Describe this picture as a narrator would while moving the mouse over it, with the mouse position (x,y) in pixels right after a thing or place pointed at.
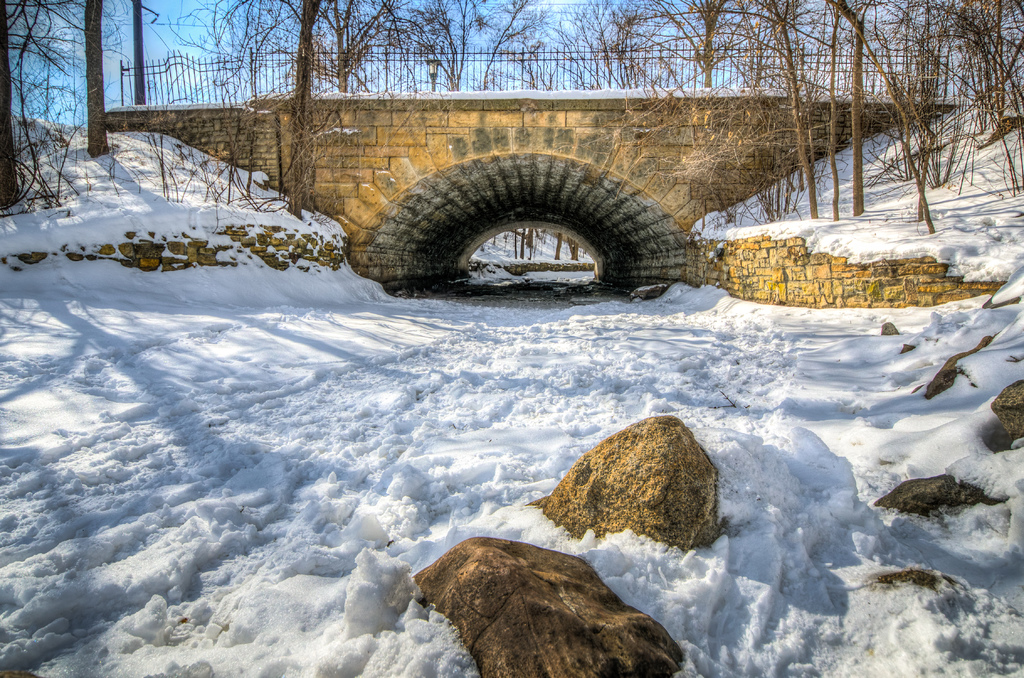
In this image the land (925,226) is covered with snow (57,215), in the background (523,215) there is a bridge (765,122) on that bridge (737,188) there is railing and there are trees (858,95).
